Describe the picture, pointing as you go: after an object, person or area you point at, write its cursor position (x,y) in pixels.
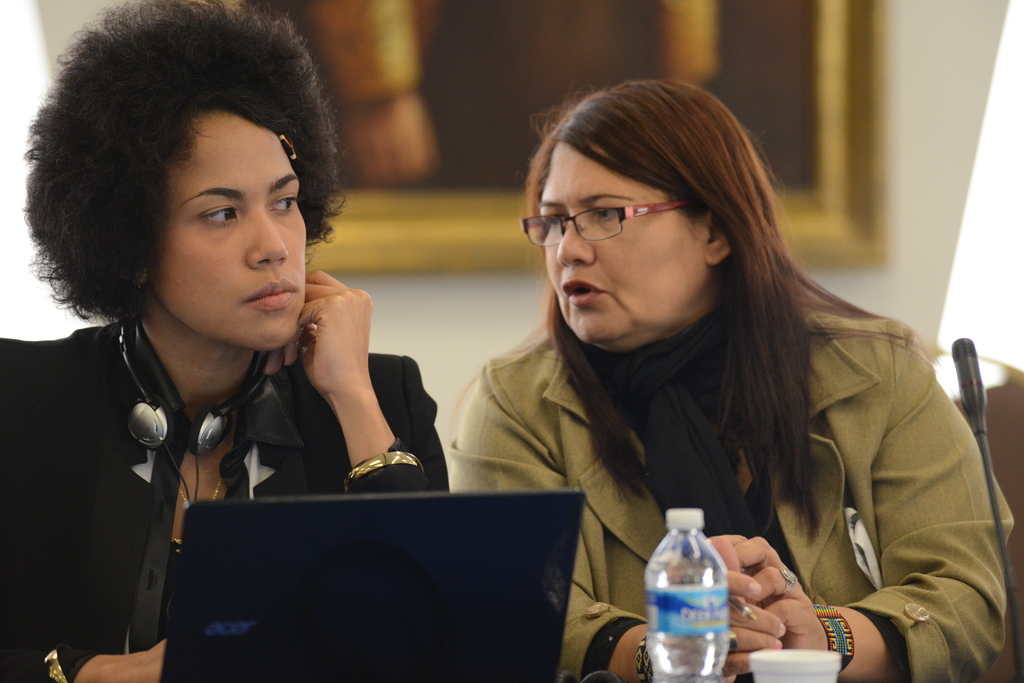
In this image I can see on the left side (223,483) a woman (223,483) is there, she wore coat (124,554), headset (151,441). At the bottom (408,577) there is the laptop (516,637) and in the middle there is the water bottle (684,622), beside her there is another woman (836,469), she wore coat (856,450) and she is speaking.
